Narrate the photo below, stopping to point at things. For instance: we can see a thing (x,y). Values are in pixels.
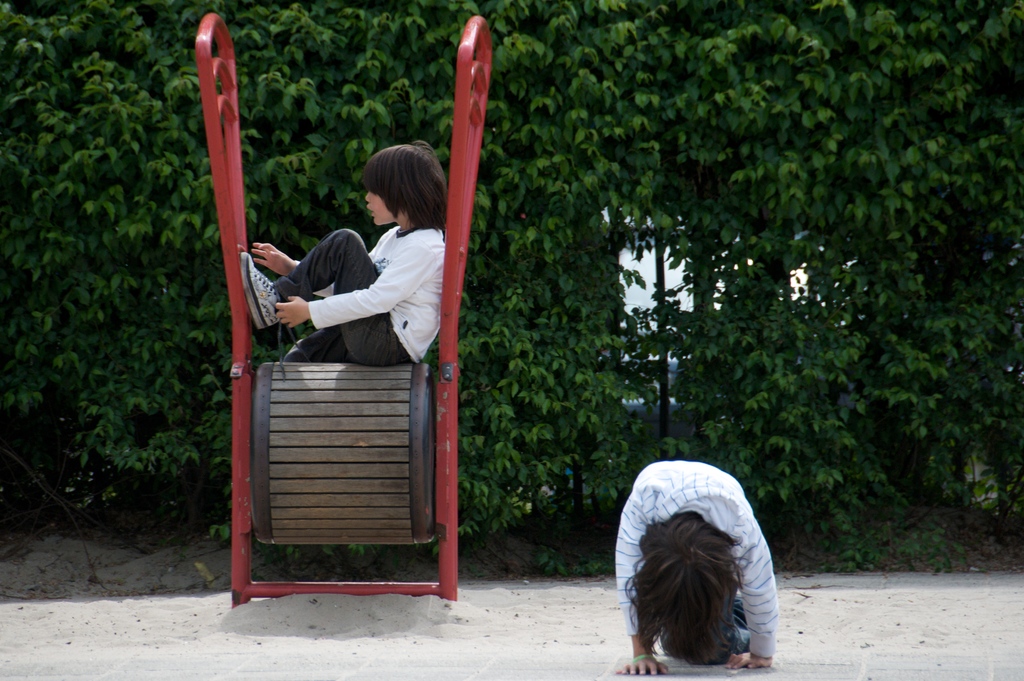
In front of the image there is a person (759,628) bending. Behind him there is sand (219,571) on the surface (362,620). There is a person (438,238) sitting on some object (360,418). In the background of the image (551,387) there are trees (553,436) and a car (666,379).
